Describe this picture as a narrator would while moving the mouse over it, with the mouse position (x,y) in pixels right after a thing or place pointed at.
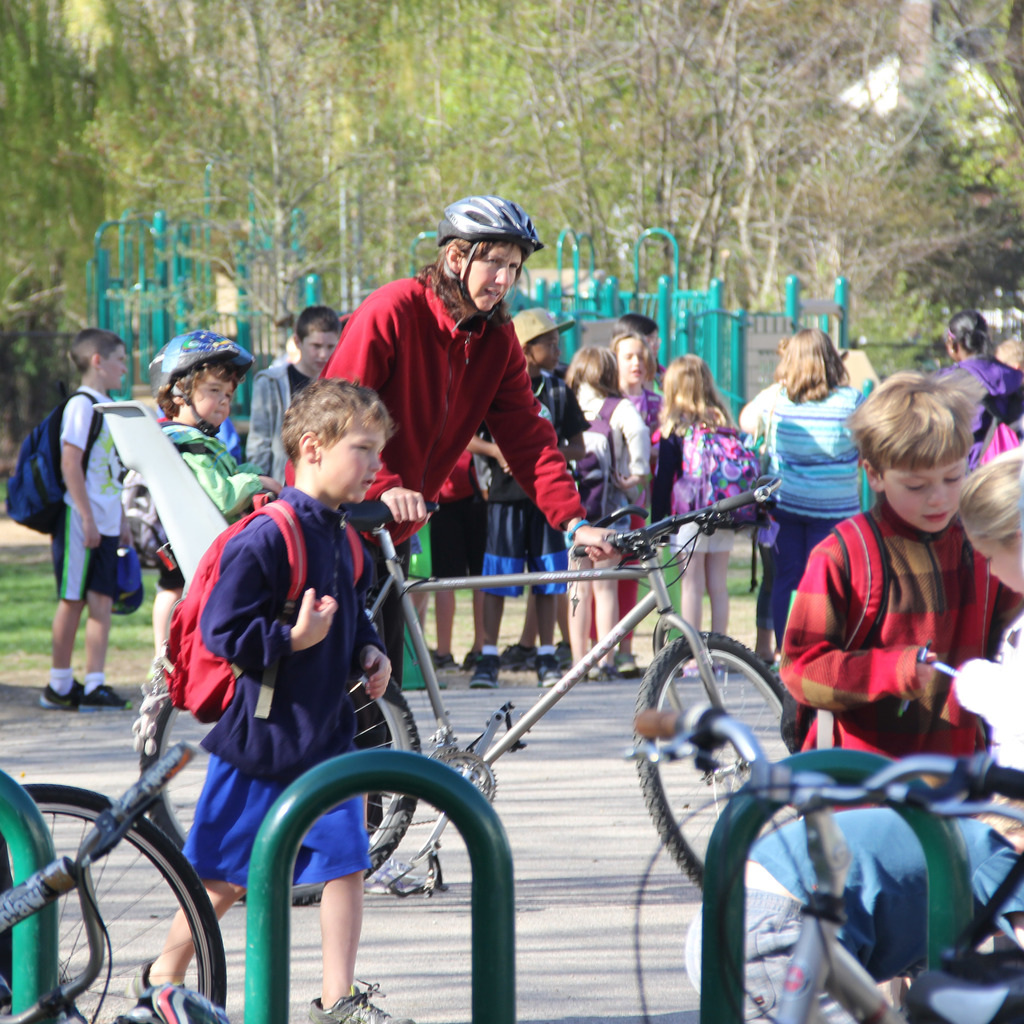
Children (84,447) are standing on either side of the road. A boy (283,660) is walking with a backpack (199,642). A woman (435,344) is standing with a bicycle (648,565).
